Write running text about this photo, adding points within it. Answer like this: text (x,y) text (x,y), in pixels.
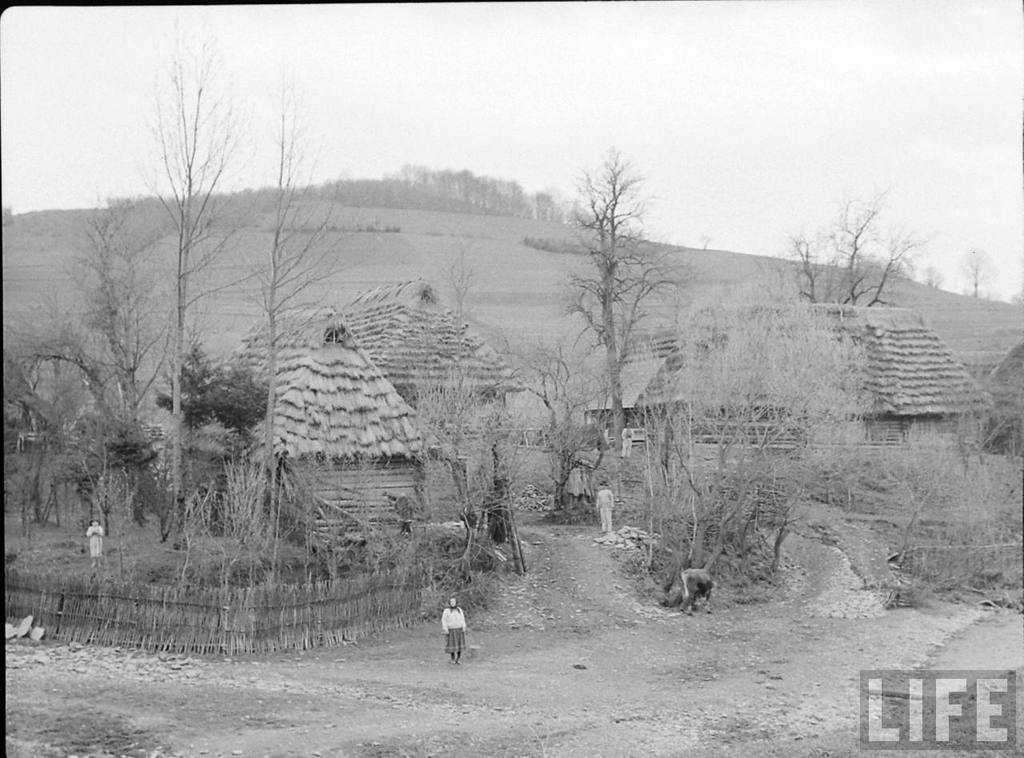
In this picture I can see houses (478,348), trees (489,504) and people (703,591) are standing on the ground (680,672). In the background (516,124) I can see the sky (531,78). This picture is black and white in color. Here I can see a watermark (913,715).
